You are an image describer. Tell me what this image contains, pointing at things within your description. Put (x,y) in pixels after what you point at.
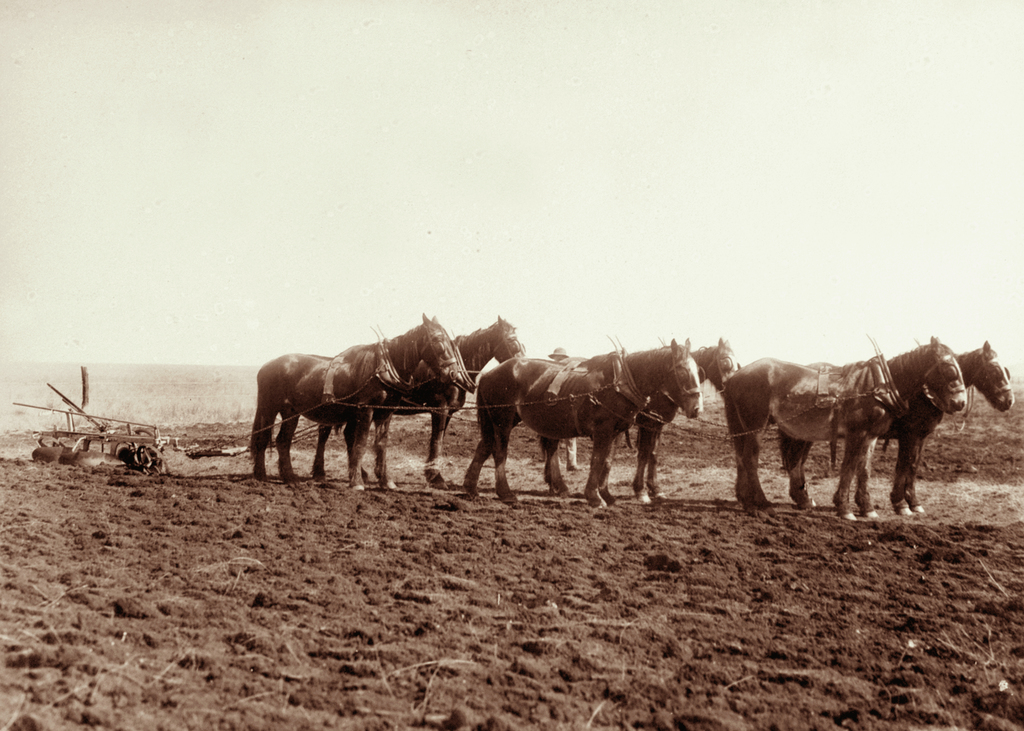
In this picture we can see few horses (559,425) in the field (674,594), in the background (129,389) we can see few plants (156,413).
